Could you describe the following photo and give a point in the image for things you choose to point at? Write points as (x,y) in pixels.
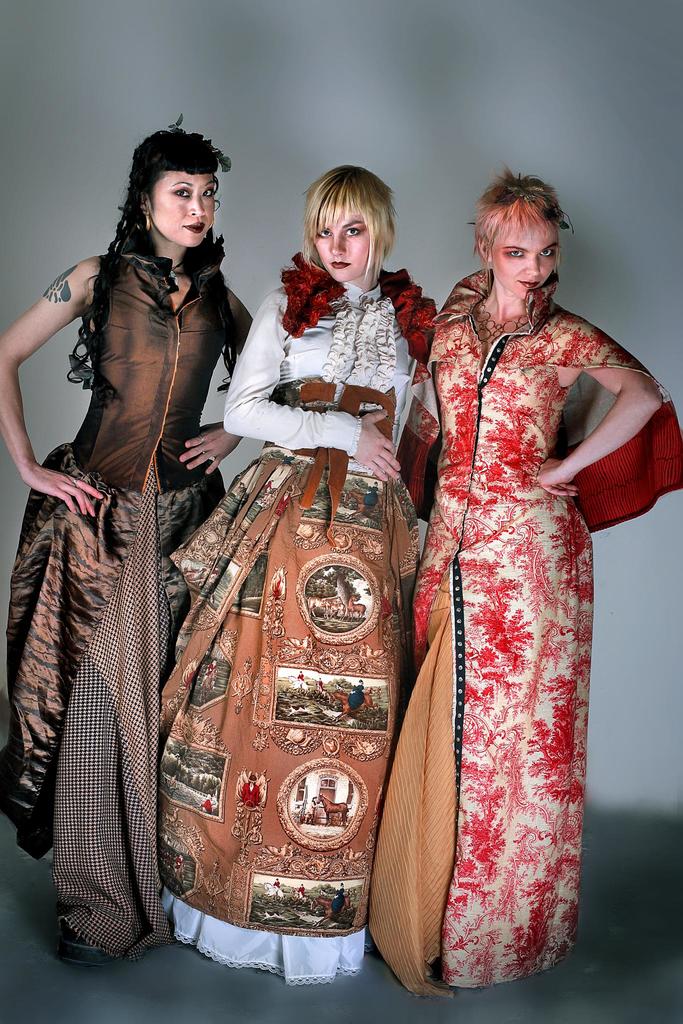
In this image I see 3 women (430,381) who are standing and I see that this woman (112,329) is wearing brown color dress (194,518), this woman (223,557) is wearing white, red and brown color dress (325,475) and this woman (443,581) is wearing white, cream and red color dress (464,578) and it is white in the background (322,147).
